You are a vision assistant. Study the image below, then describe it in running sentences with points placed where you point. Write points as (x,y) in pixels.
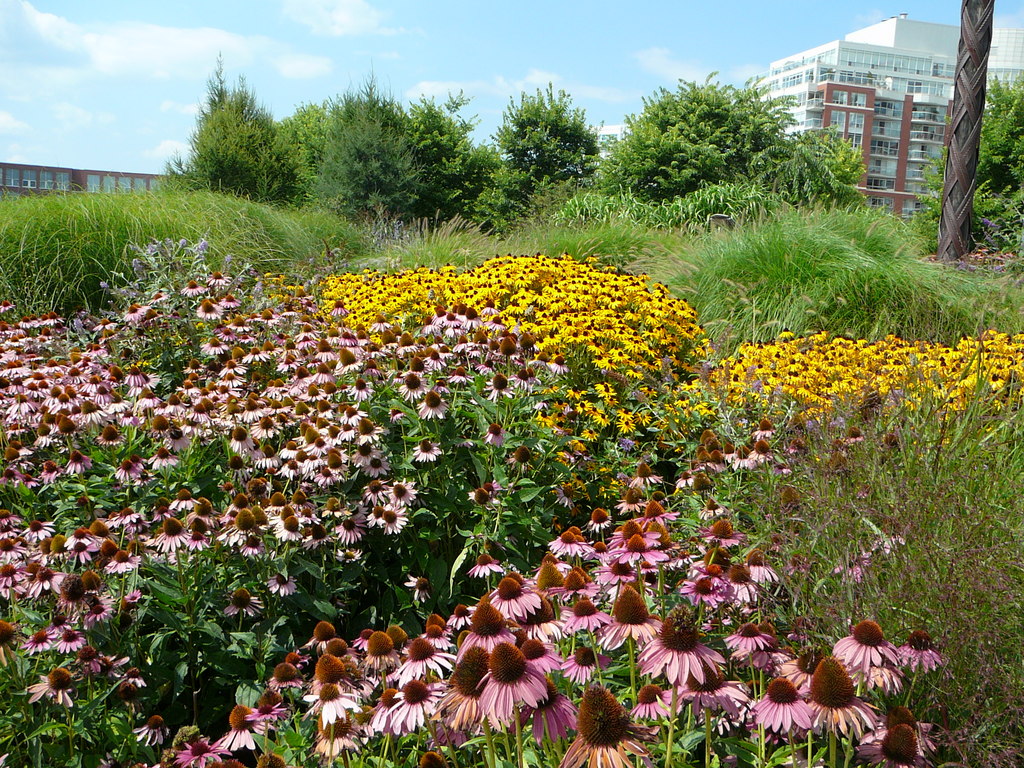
In this picture we can observe yellow and pink color flowers (290,396) to the plants (399,421). We can observe some grass (274,231) on the land (512,271). In the background (536,149) there are plants (257,171), buildings (851,96) and a sky (233,41) with some clouds (206,42).
